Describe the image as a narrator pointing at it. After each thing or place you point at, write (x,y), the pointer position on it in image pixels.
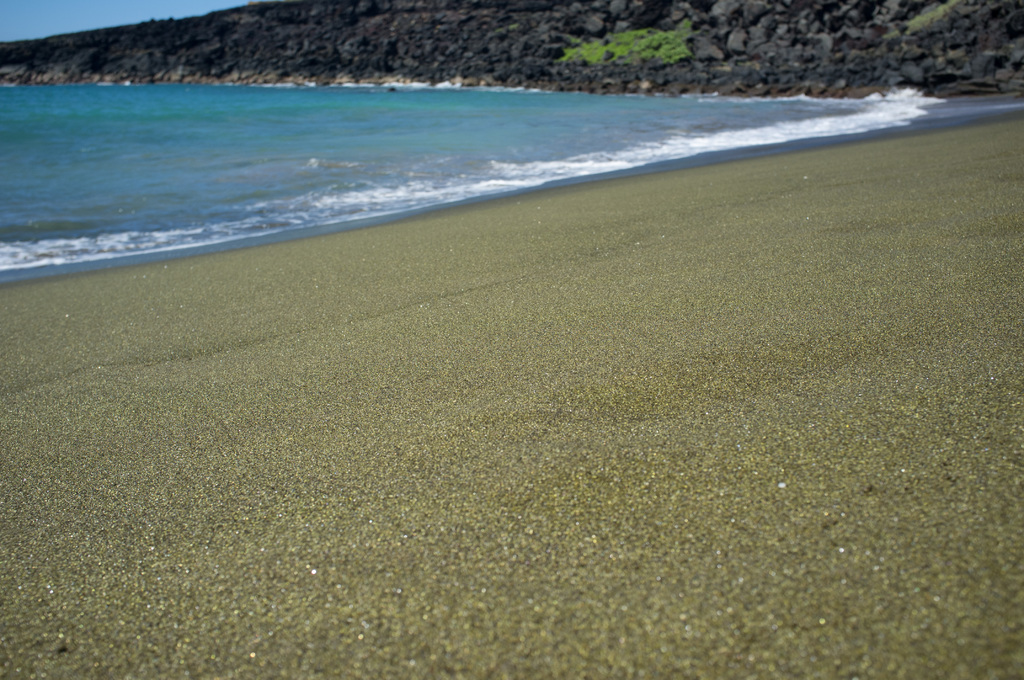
In this picture I can observe beach (714,307). There is an ocean (330,164) in the top of the picture (215,120).
